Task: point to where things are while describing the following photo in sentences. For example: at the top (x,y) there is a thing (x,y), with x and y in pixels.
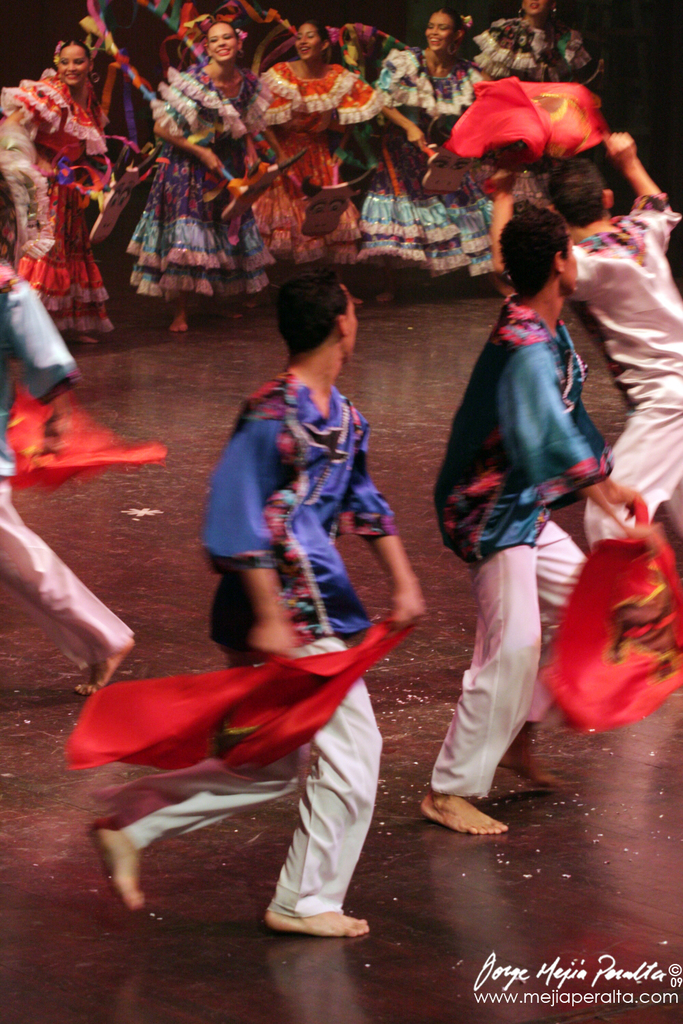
In this image there are people (209,142) dancing on a floor (417,382), on the bottom right (572,985) there is some text (622,976).
